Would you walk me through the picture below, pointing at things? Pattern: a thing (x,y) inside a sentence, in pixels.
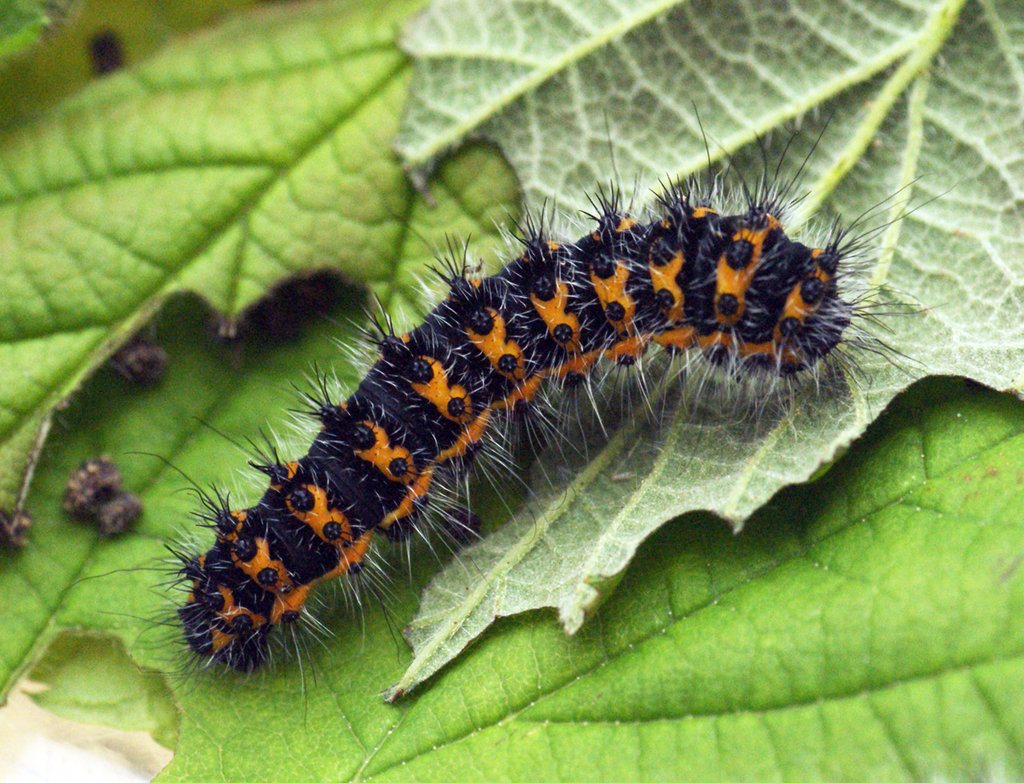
In this image we can see caterpillar (612,319) on the leaves (424,642).
